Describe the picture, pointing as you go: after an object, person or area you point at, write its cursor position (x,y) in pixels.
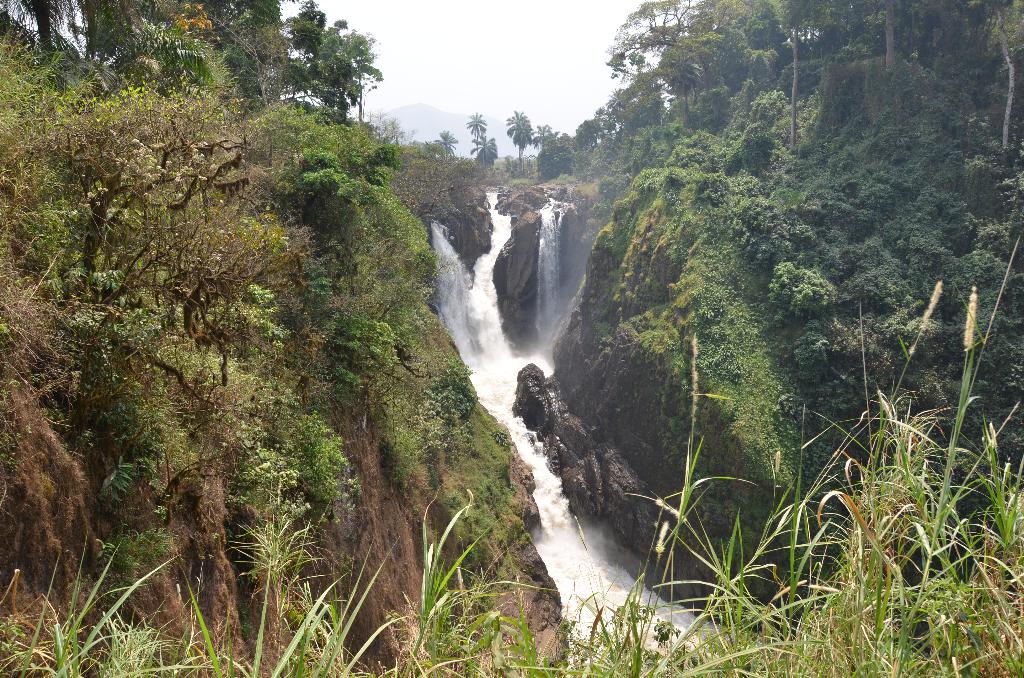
In the center of the image (483,335), we can see a waterfall (488,311) and in the background (269,89), there are trees (205,162), hills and there are plants (205,162). At the top (543,113), there is sky (439,42).
